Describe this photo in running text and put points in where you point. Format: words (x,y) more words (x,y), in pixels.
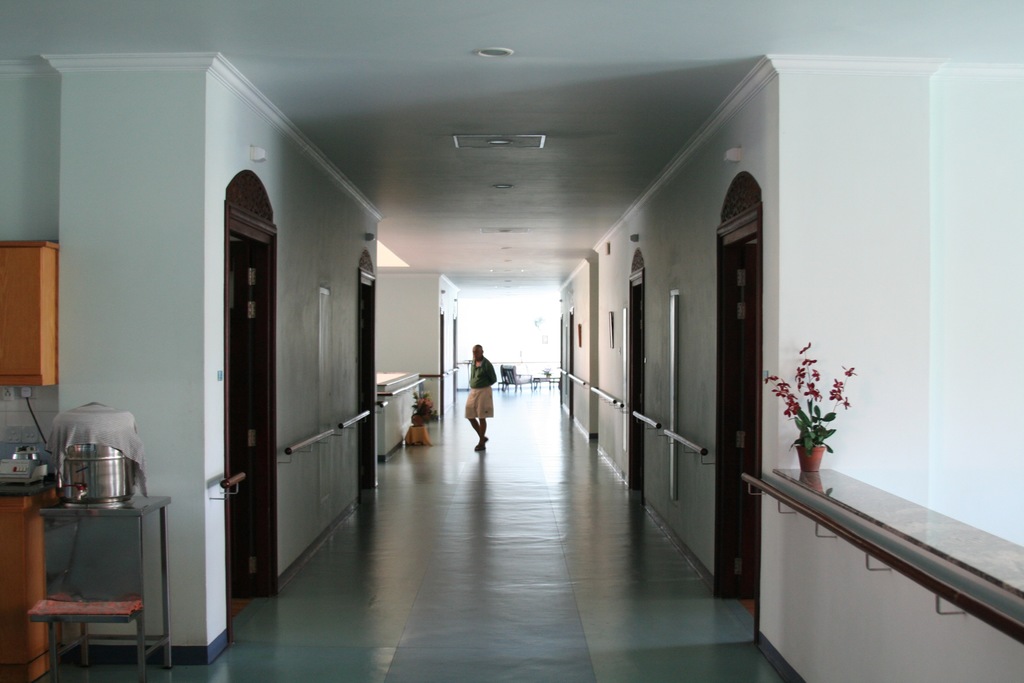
In this image, I can see a person (485,432) standing. I think these are the rooms (561,352) with doors (753,529). These look like the staircase holders (606,398), which are attached to the walls (687,423). I can see the flower pots (417,417) with the plants (800,419). On the left side of the image (78,462), I can see the water filter (121,446). This looks like a cupboard (43,305), which is attached to a wall (42,233). I think these are the ceiling lights (504,50), which are attached to the ceiling (515,118).
